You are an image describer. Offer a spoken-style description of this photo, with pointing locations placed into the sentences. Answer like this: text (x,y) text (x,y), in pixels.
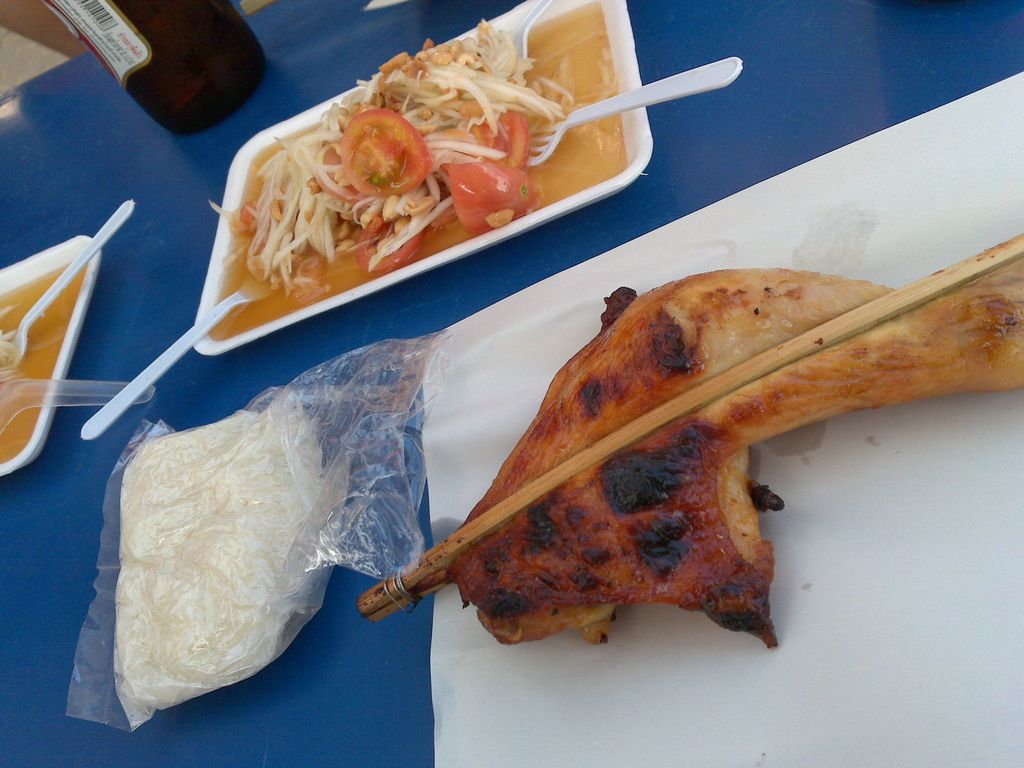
In the image we can see there is a table (169,169) on which there are food items (147,656). In a tray (216,266) there are papaya salad (340,165) and tomato (396,128) and on paper (779,527) there is meat (764,546).
